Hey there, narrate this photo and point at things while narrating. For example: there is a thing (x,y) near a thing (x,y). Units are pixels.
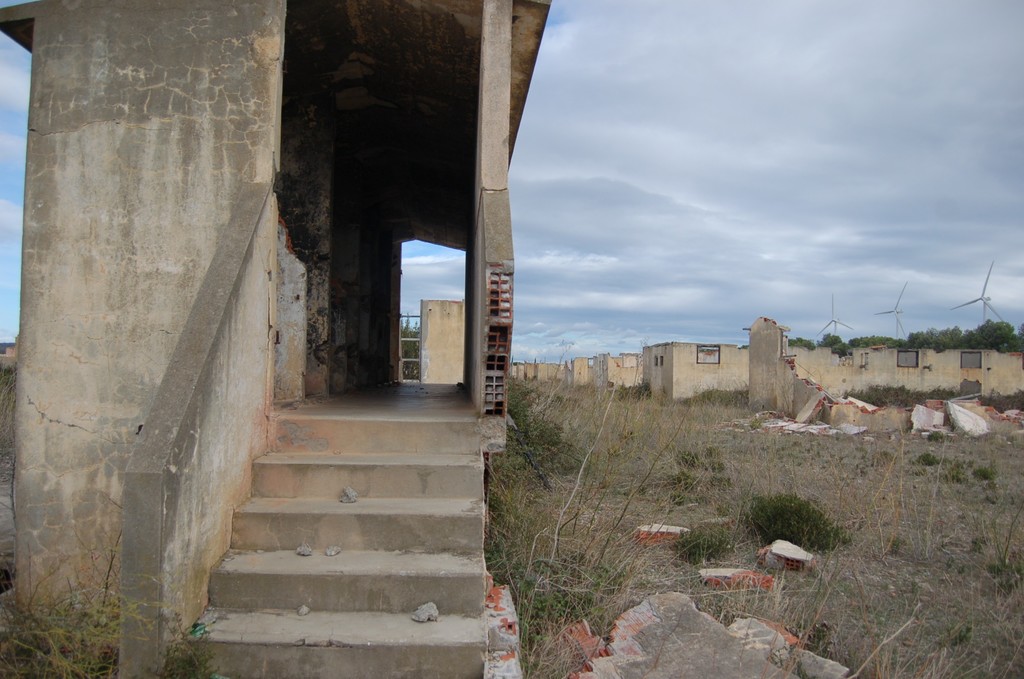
This picture is clicked outside the city. At the bottom of the picture (434,537), we see an old building (361,286) and a staircase (388,532). In the right bottom of the picture (888,510), we see plants (675,457) and grass (844,527). There are many buildings (778,383) and trees (937,346) in the background (900,376). We even see windmills (992,312). At the top of the picture (714,202), we see the sky (682,144).
